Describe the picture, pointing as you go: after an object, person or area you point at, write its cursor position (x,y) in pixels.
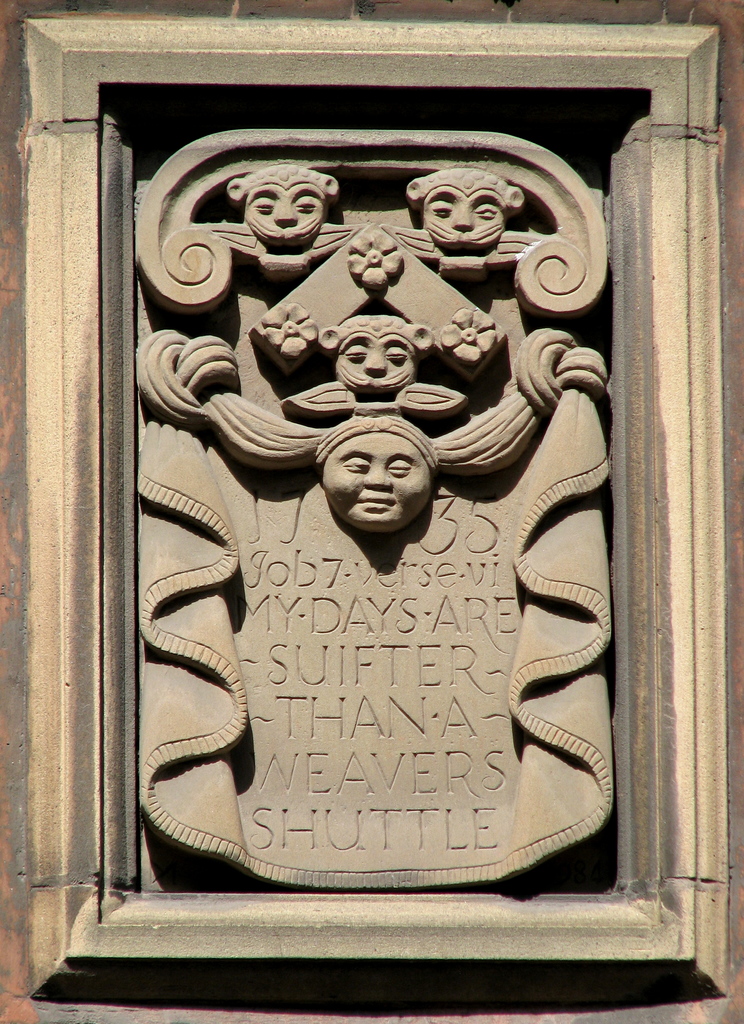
In this image we can see the sculpture (263,456) on the wall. There is some text (389,709) in the image.
